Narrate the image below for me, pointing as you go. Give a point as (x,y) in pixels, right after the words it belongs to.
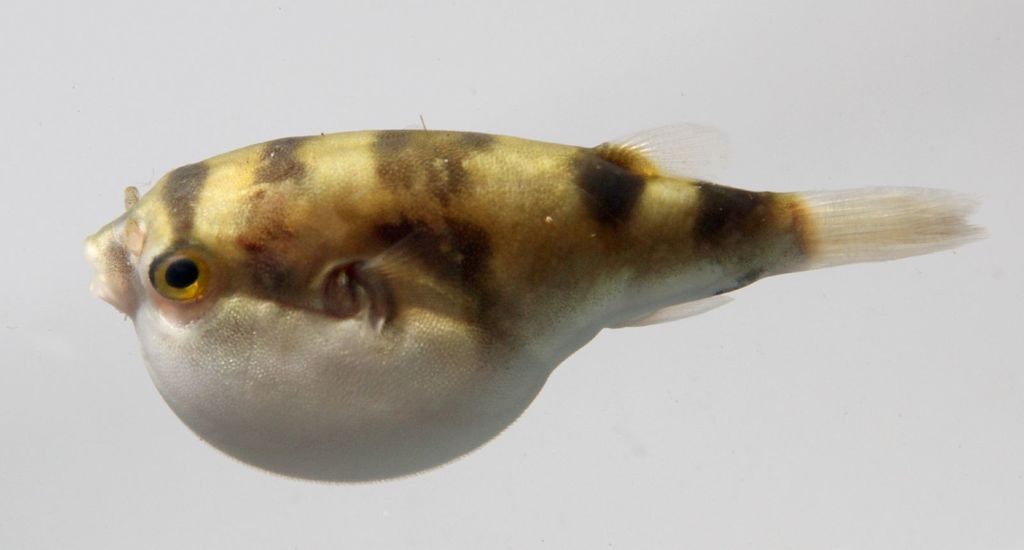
In this image there is a fish (339,307) as we can see in the middle of this image (487,212).
